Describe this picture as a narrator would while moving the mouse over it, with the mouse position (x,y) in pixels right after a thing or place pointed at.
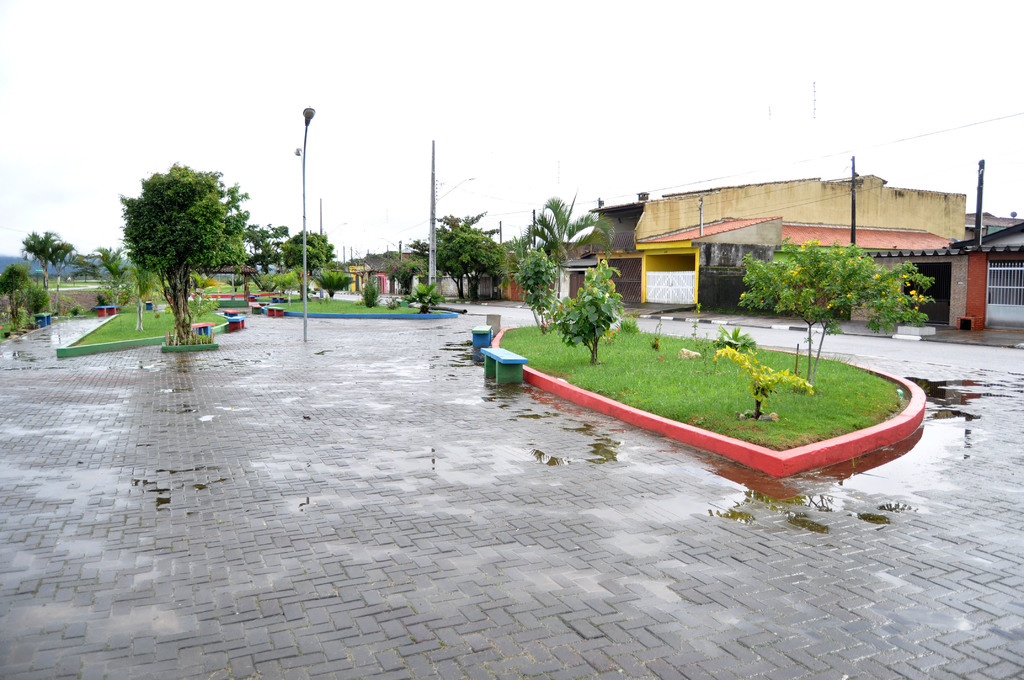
In this image we can see buildings (803,193), street poles (854,175), street lights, electric cables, trees (206,283), benches (490,366), floor (505,540), water (802,527), grill (1013,297), hills (5,264) and sky (464,132).
